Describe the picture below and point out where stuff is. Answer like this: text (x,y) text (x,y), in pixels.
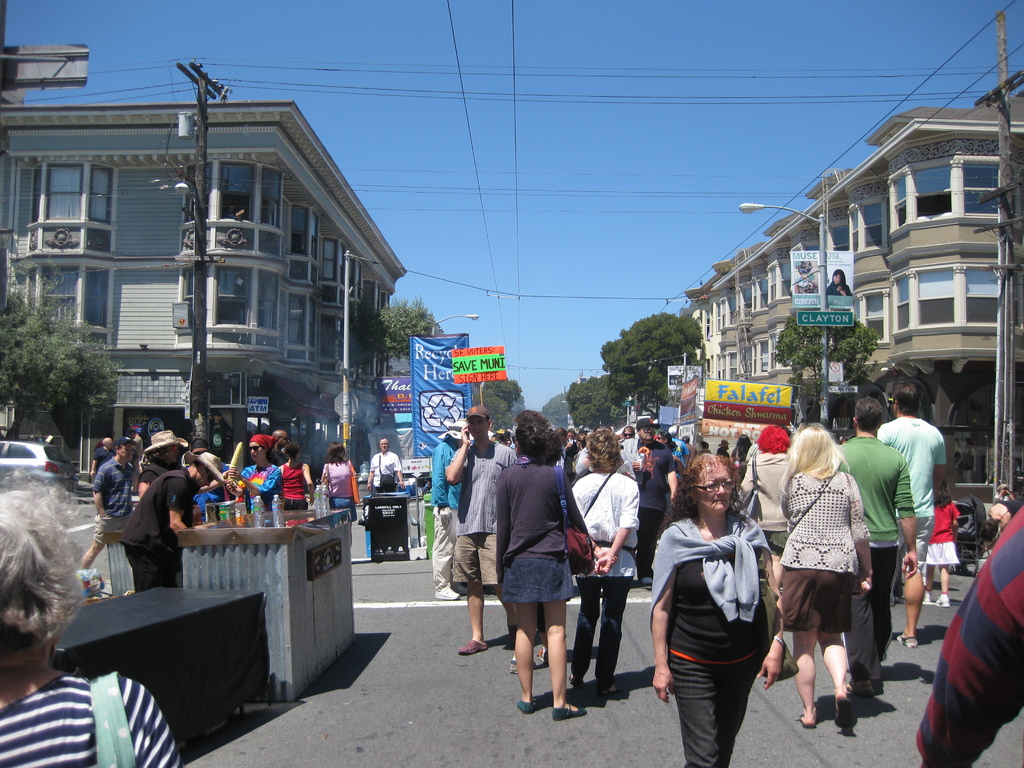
In the picture we can see a street (459,719) with a road (290,764) on it, we can see people (709,692) are walking and some are standing on the path (363,717) near the road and on the either sides of the road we can see buildings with windows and poles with street lights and some poles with electric lights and in the background (519,375) we can see trees (633,378) and sky (517,355).
